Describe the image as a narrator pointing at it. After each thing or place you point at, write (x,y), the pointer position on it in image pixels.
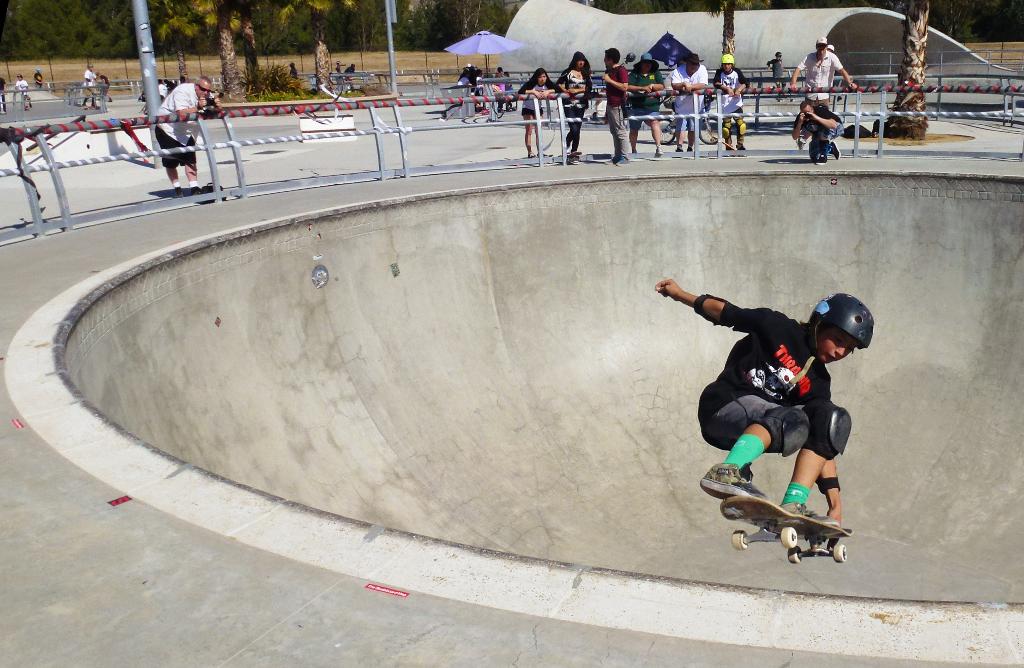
In the foreground of the picture (327,257) there is a skate park (690,200). In the foreground (719,439) we can see a person (801,461) skating. In the middle of the picture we can see people (89,78), trees (920,103), railing (459,100), dustbin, umbrella (506,48) and various objects (146,81). In the background (257,24) we can see trees (728,23), tunnel (623,35), grass (380,57), fencing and other objects (391,50).
